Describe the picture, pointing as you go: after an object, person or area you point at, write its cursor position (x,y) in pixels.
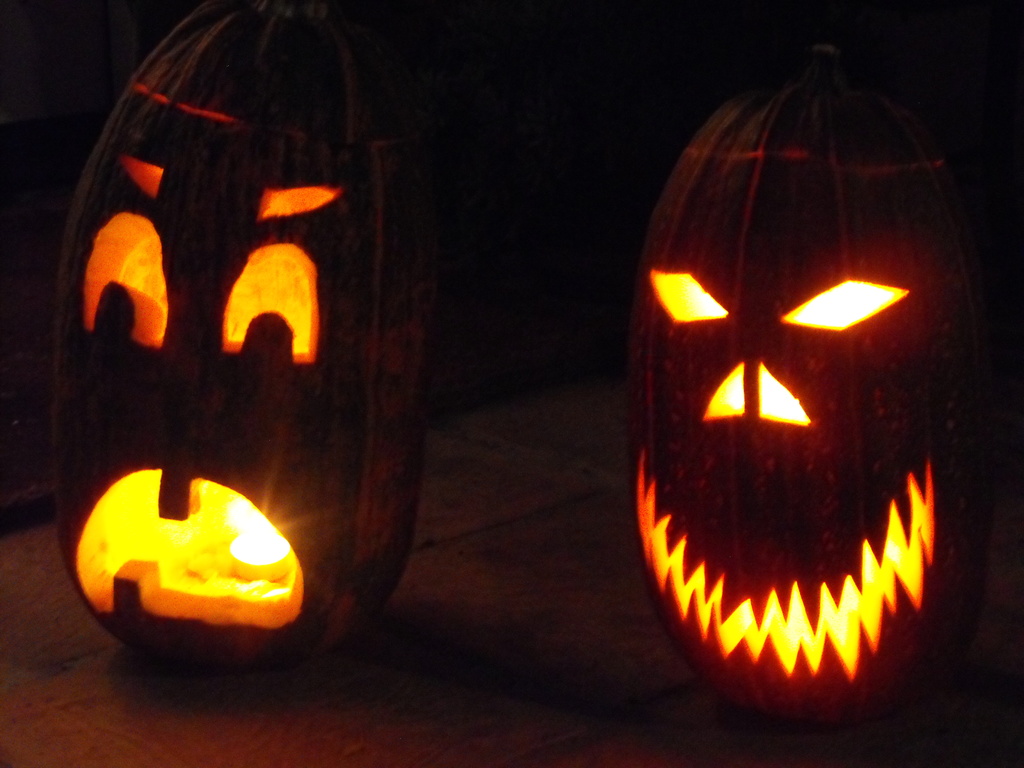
In this picture we can see two pumpkins (791,505), there is a dark background (569,123), we can see a light (263,542) here.
